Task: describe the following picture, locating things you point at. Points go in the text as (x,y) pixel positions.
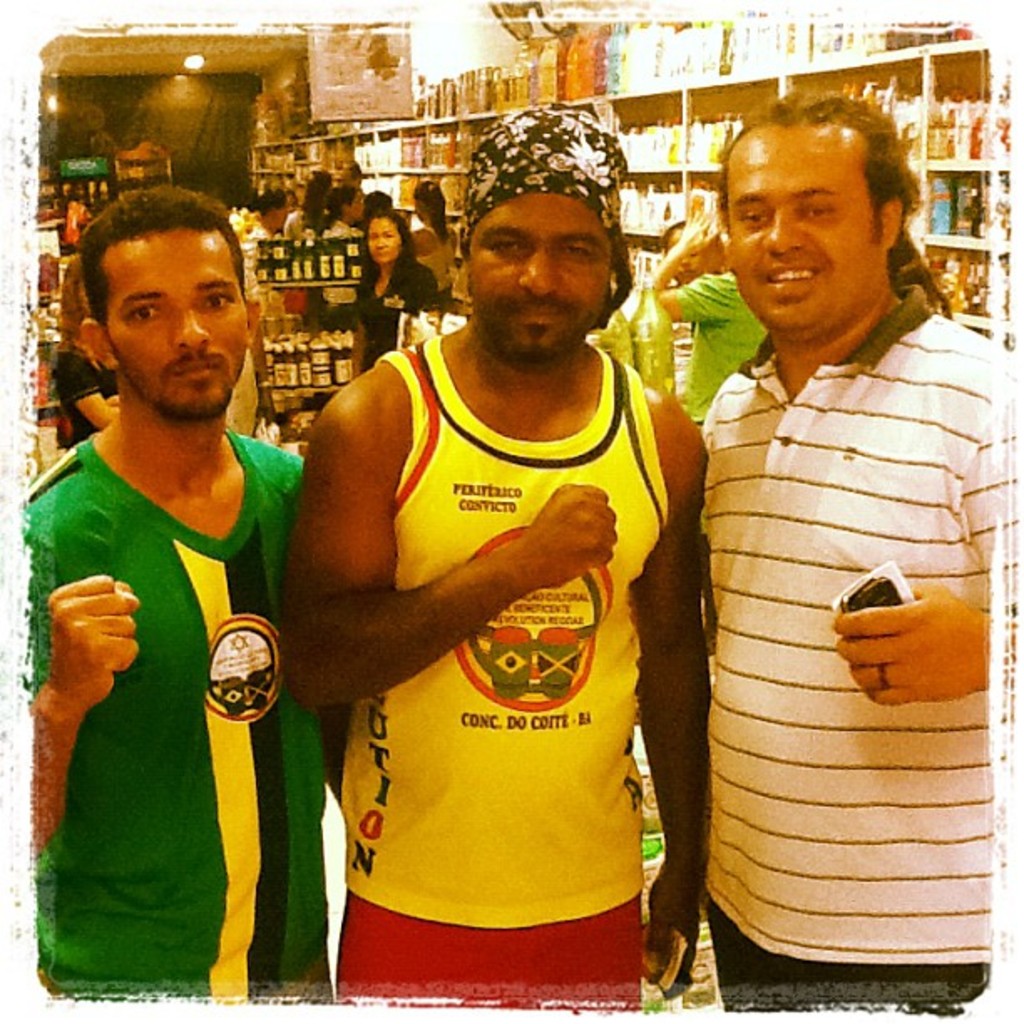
In the foreground of the image (322,634) there are three persons (440,642) standing, two of them closing their fist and a person (827,619) wearing white color T-shirt (943,402) holding some object (898,594) in his hands (839,631) and in the background of the image (428,209) there are some persons (421,194) standing near the racks (313,164) and looking for some products (39,215), there are some products (634,140) in the shelves (634,126).
